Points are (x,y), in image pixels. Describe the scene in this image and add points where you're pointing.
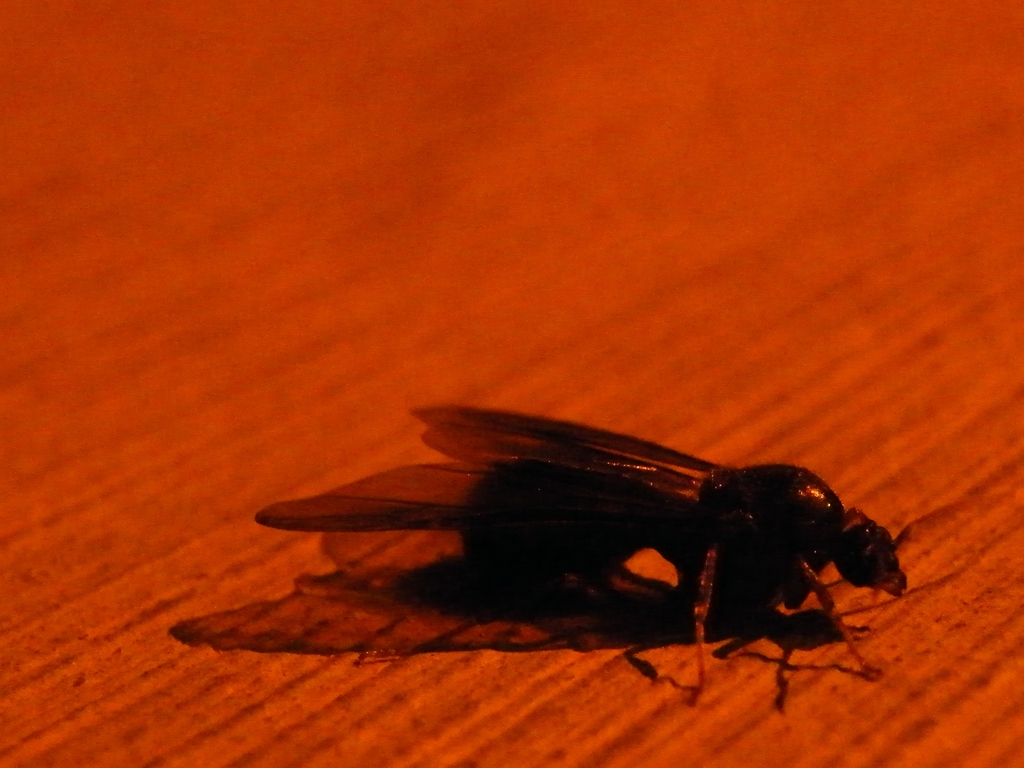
In this image we can see an insect (553,521) with wings (451,491) on a red surface (556,392).
